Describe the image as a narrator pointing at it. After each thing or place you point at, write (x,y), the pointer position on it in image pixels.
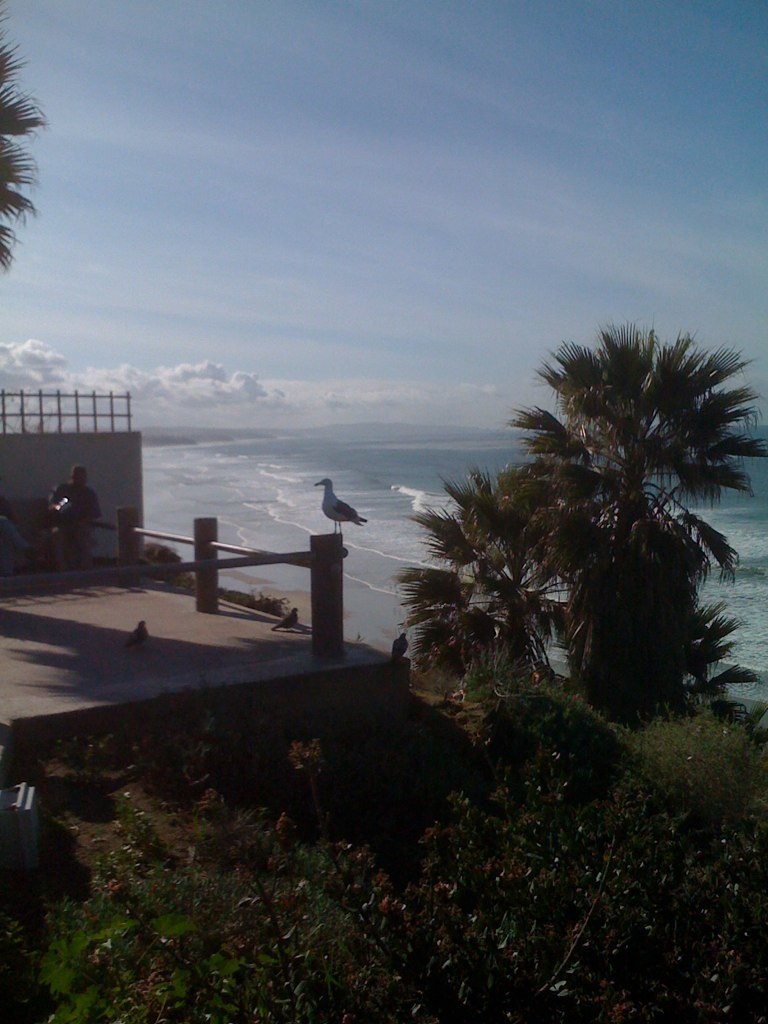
At the bottom of the picture (345,923), we see plants (383,930). Behind that, there are birds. We see a bird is on the railing (340,545). Beside that, we see a man (75,493) standing. Behind him, we see a wall (130,501). On the right side (647,634), we see trees (619,655). In the background (361,493), we see water (425,499) and this water (398,480) might be in the sea (263,490). At the top of the picture (236,149), we see the sky (267,261) and the clouds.
